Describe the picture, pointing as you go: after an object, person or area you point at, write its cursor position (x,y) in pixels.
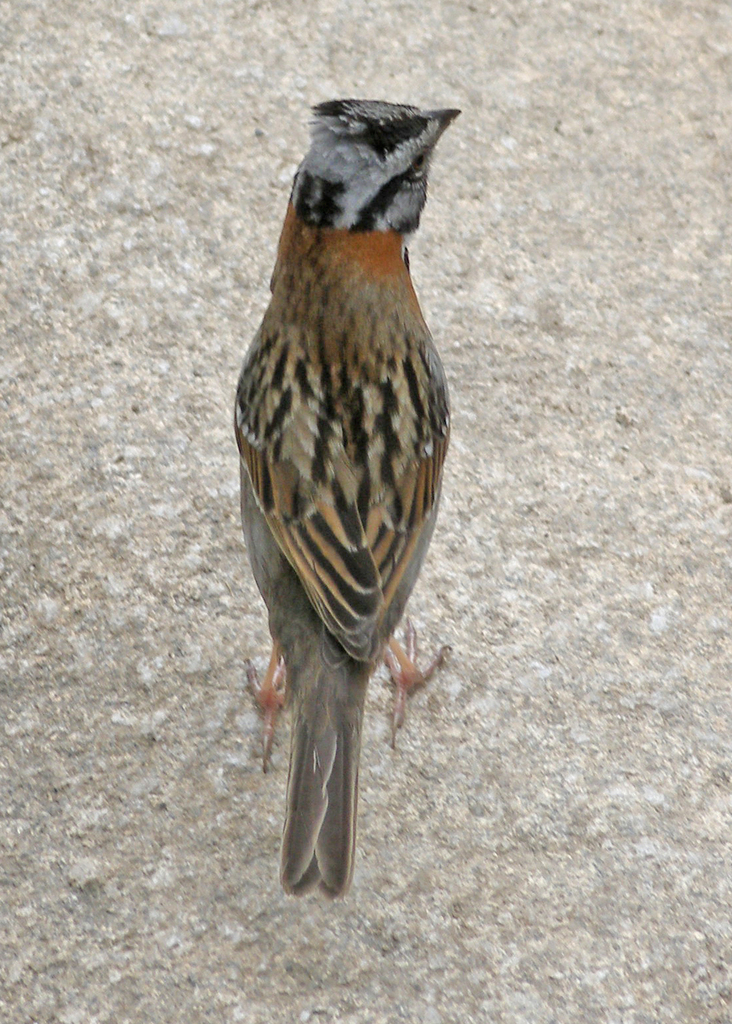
In this picture there is a bird (414,579) in the center of the image (300,575).
